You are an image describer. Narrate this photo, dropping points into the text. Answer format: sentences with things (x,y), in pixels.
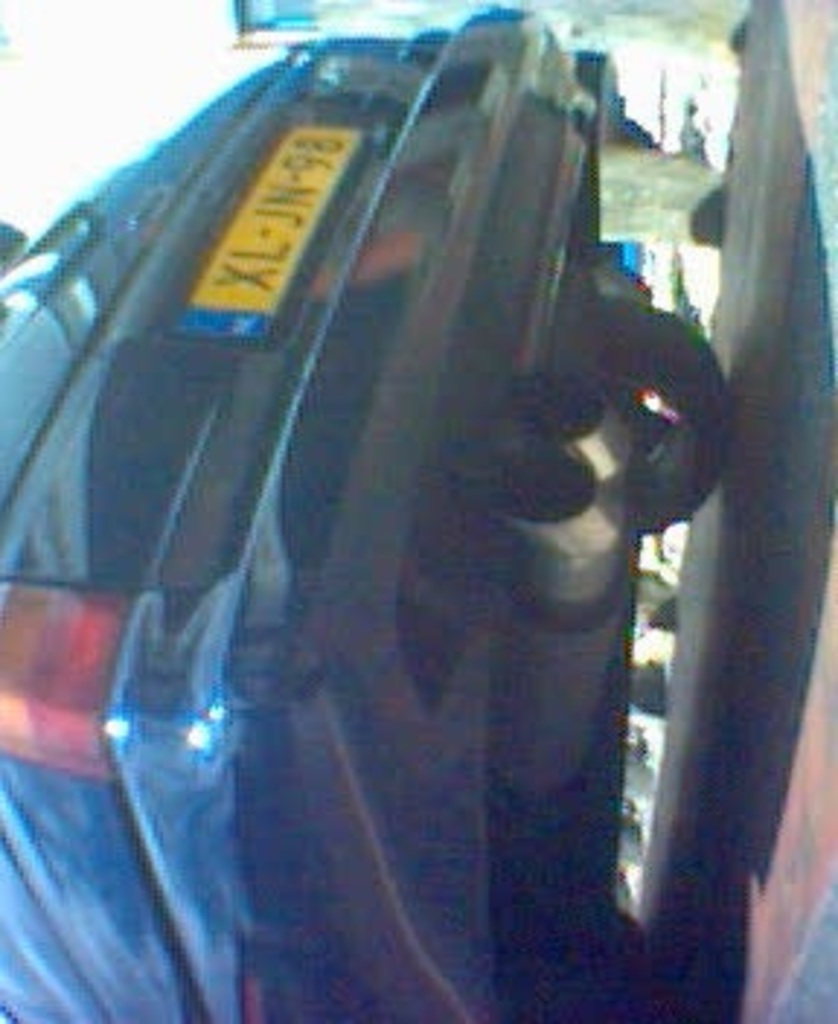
The picture consists of a car (412,395). On the right (731,394) it is road (815,455). The background (63,21) is blurred.
